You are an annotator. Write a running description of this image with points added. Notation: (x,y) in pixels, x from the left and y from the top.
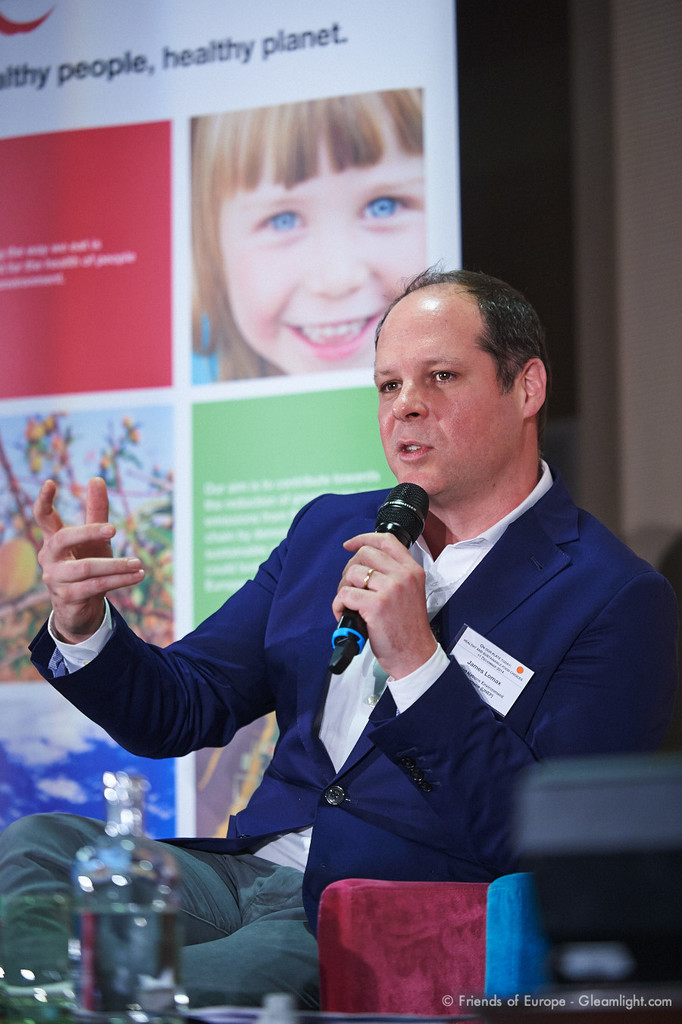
In this picture we can see a man (512,604) wearing a blue suit (442,642), sitting on the chair (357,902) and holding the microphone (403,497) in the hand (367,592). Behind there is a banner board (251,356).
